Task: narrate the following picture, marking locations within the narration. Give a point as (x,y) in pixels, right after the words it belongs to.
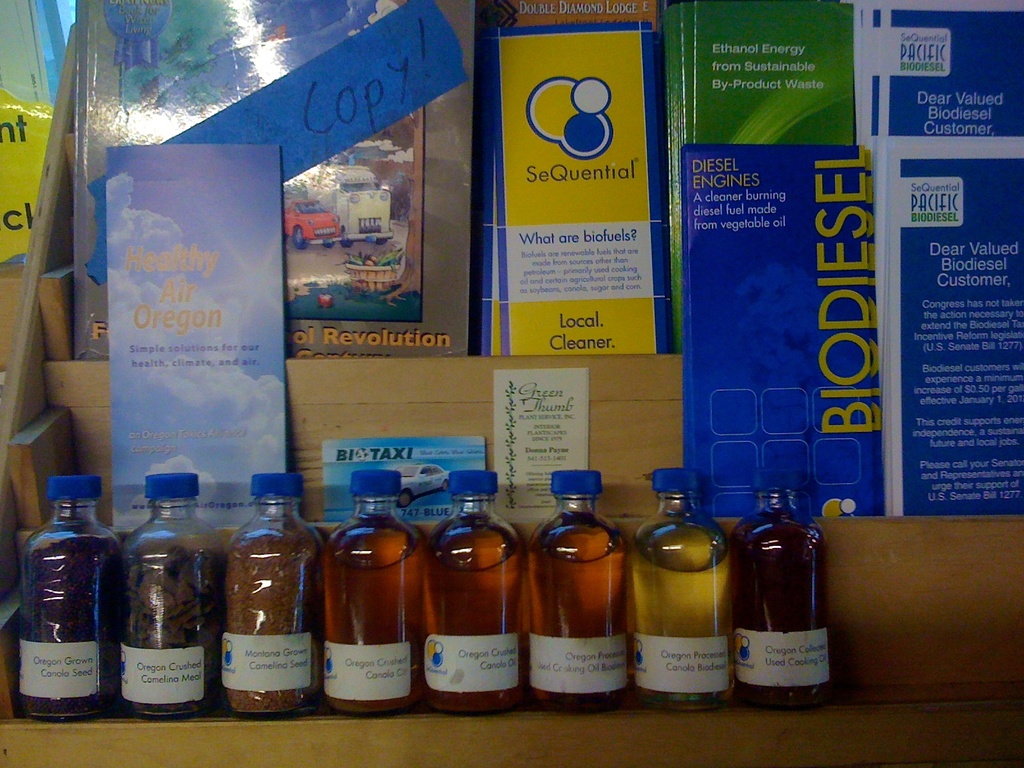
In this image there are few bottles (454,643) with oil (346,578) in it. In this image there is also a wooden shelf (42,461) in which there are few books (509,123) and a text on them.
